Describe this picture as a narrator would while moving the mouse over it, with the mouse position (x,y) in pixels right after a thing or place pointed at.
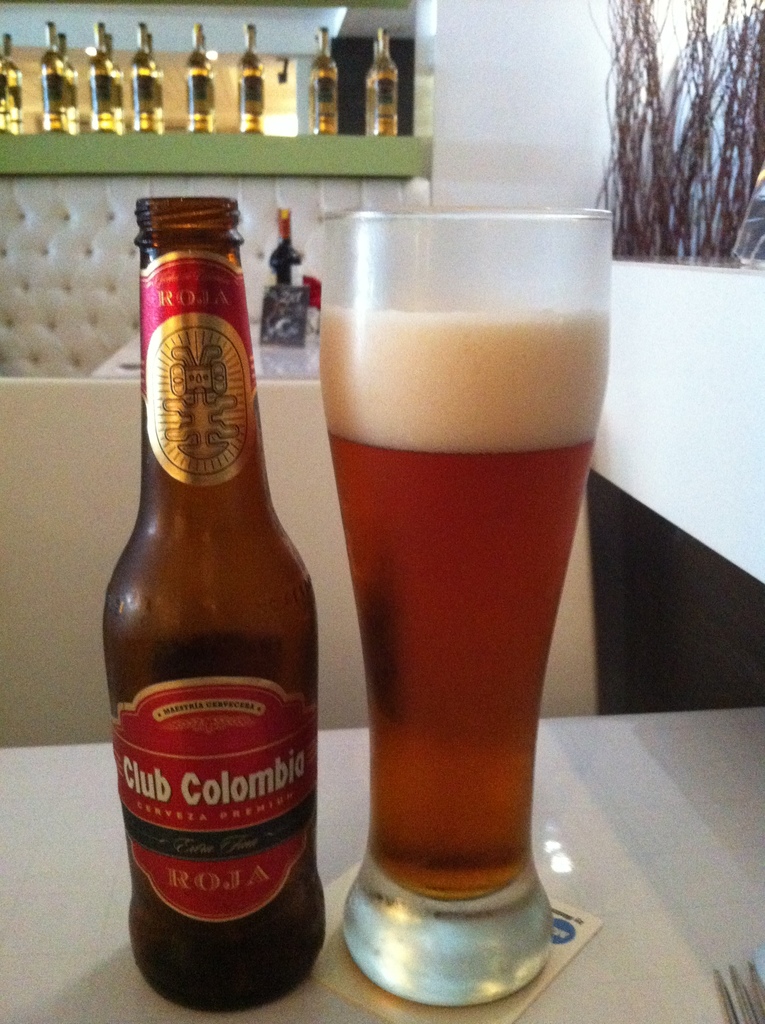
This is the picture taken in a room (405,723), this is a table (596,906) on the table (610,961) there are fork (728,995), paper (423,1014), glass (458,1000) with a liquid (436,612) and bottle (197,743). Behind the table (48,818) there is a chair (86,503) and a wall (120,232) on the wall (86,153) there are group of bottles (10,83).
